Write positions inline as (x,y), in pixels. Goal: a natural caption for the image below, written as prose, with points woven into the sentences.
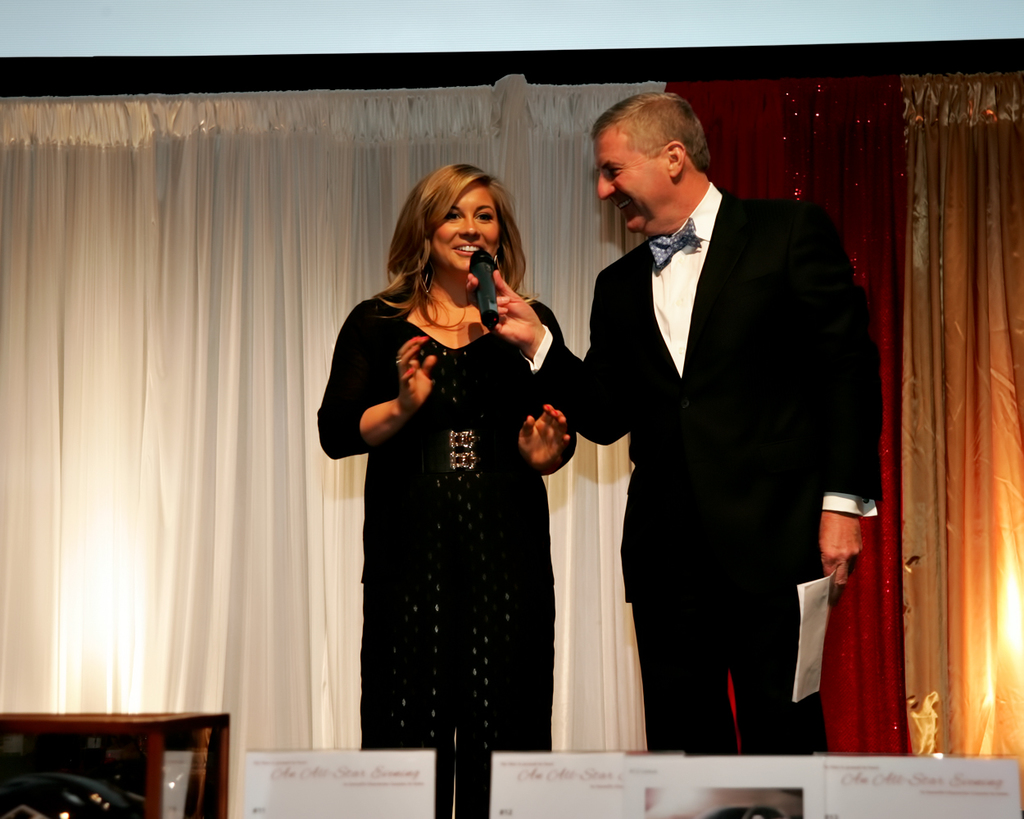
In this image there are two persons (573,431) standing and smiling, a person (598,377) holding a mike (479,300) and a paper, and in the background (975,617) there are curtains (600,737), boards (591,781).
